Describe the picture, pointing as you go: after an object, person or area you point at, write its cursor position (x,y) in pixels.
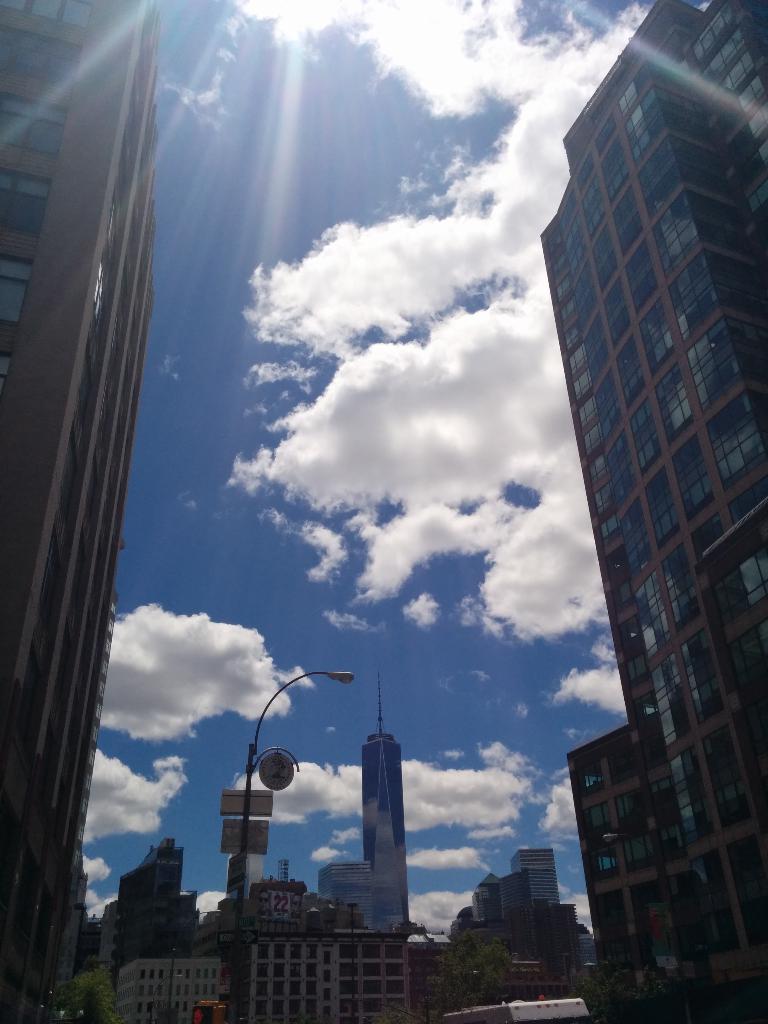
In this picture we can see buildings (121,938), trees (455,971), pole (238,970), name boards (252,811), some objects (280,767) and in the background (227,428) we can see the sky (383,371) with clouds (383,371).
